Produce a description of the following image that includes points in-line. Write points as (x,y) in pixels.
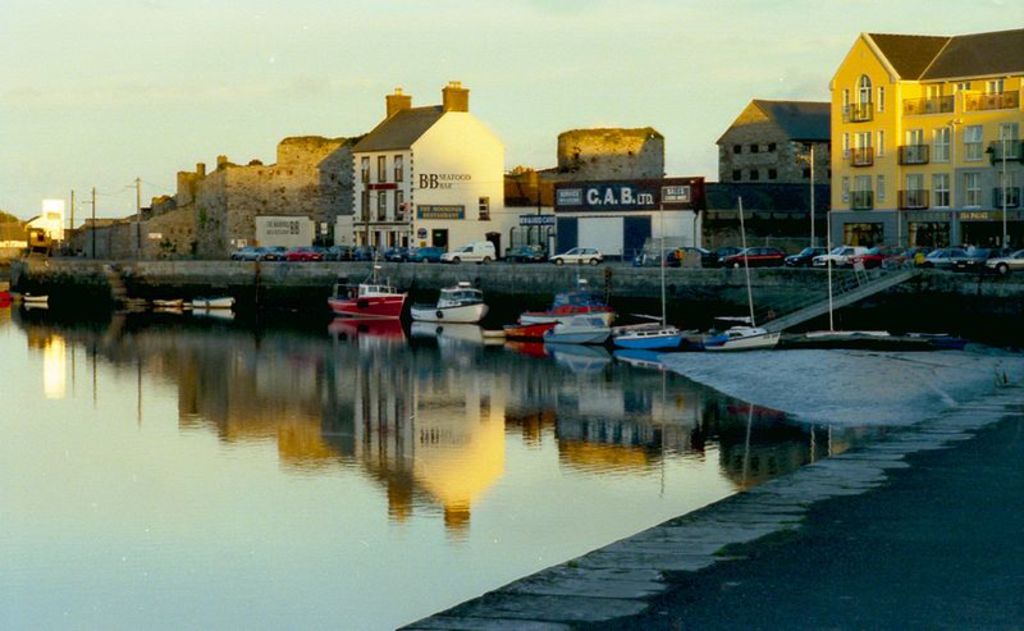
In the foreground of the image (597,422) we can see group of boats (566,330) placed in water (591,425). In the center of the image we can see group of vehicles (880,253) parked on the road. In the background (792,196), we can see buildings (901,113) with windows (400,167), roofs (795,118), sign boards (573,187) with some text (643,194), poles (138,223) with some cables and the sky (194,79).
